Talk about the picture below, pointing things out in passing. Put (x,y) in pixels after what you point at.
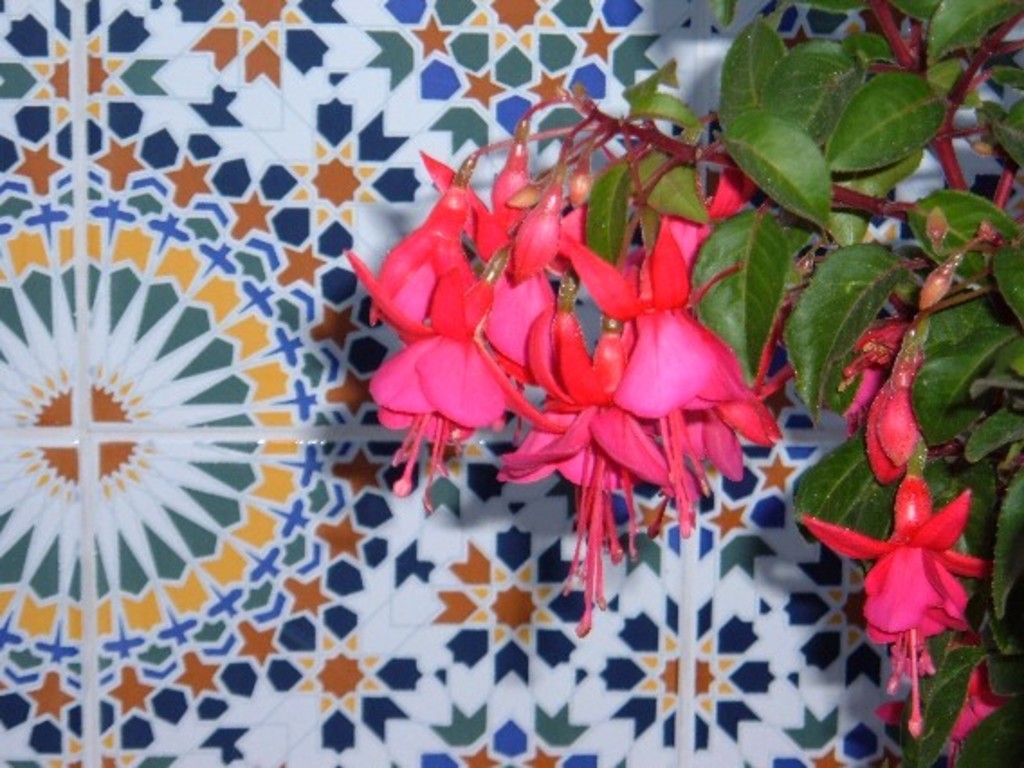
In this picture we can see flower (545,437) and leaves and in the background (502,450) we can see a surface (278,516).
